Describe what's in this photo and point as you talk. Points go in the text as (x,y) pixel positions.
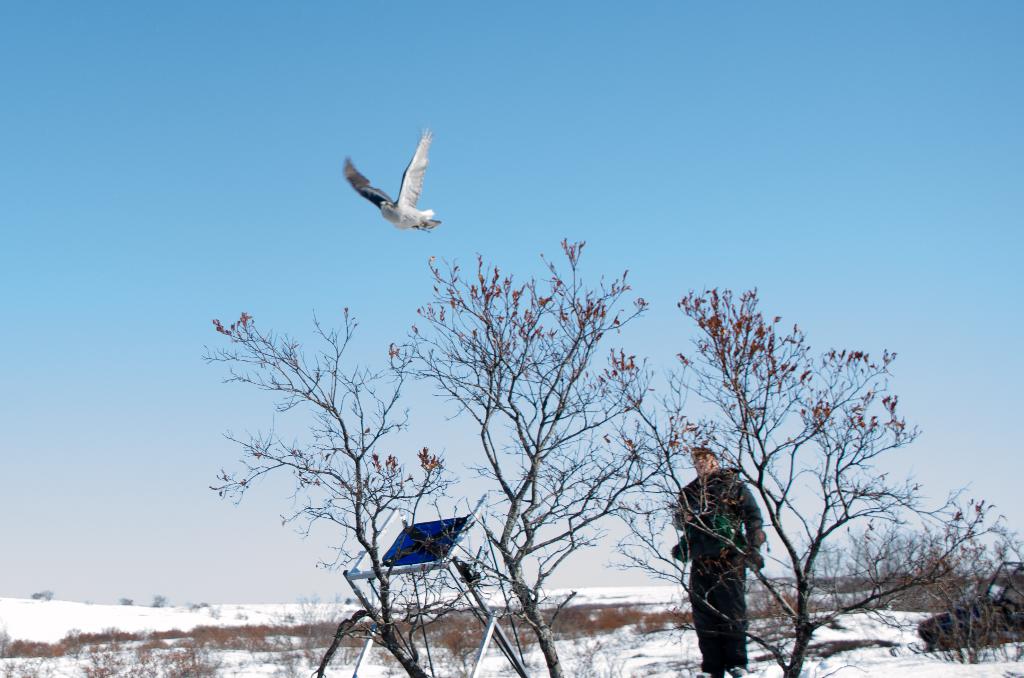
In this image in the center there is one person (735,557) standing, in the foreground (802,557) there are some trees (734,543) and also there is some object (383,553). In the background (548,615) there is snow (168,651) and grass (209,637), in the center (417,230) there is one bird (403,199) flying. At the top of the image (421,199) there is sky (296,223).
